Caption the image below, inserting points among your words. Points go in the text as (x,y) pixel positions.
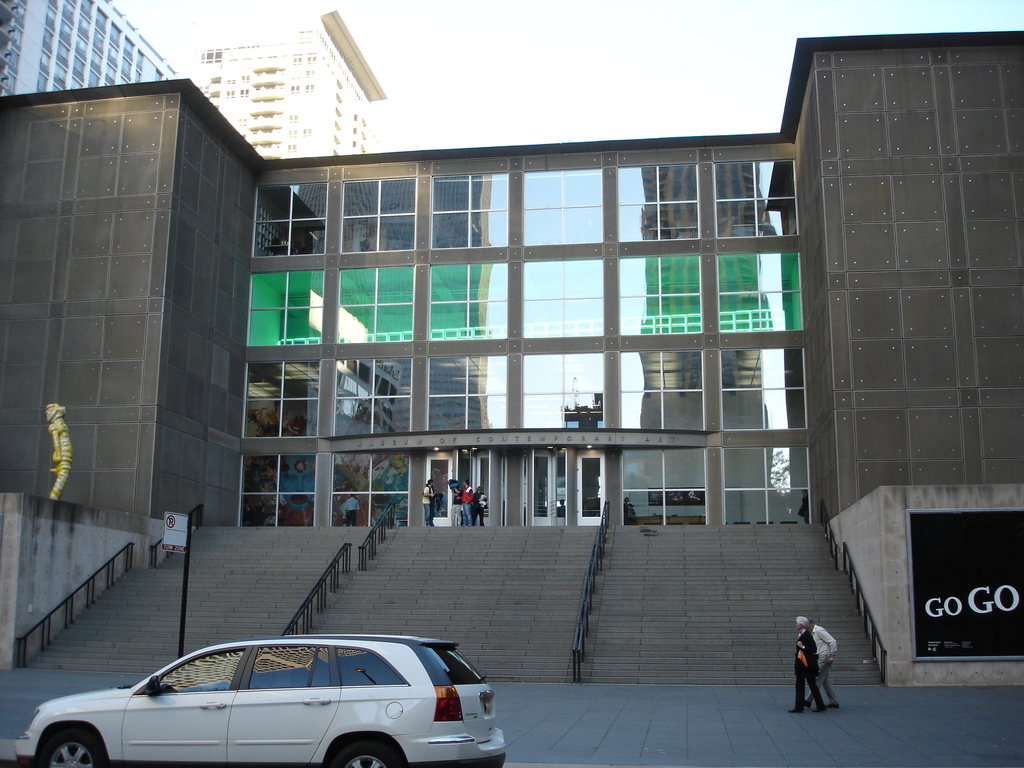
In the image we can see there are buildings (126,102) and windows (49,61) of the building (71,60), this is a sculpture (59,417), stairs (497,571), poster (950,586), vehicle (374,703) and footpath (707,710). We can see there are even people (818,640) wearing clothes (457,508), this is a pole (186,600).
